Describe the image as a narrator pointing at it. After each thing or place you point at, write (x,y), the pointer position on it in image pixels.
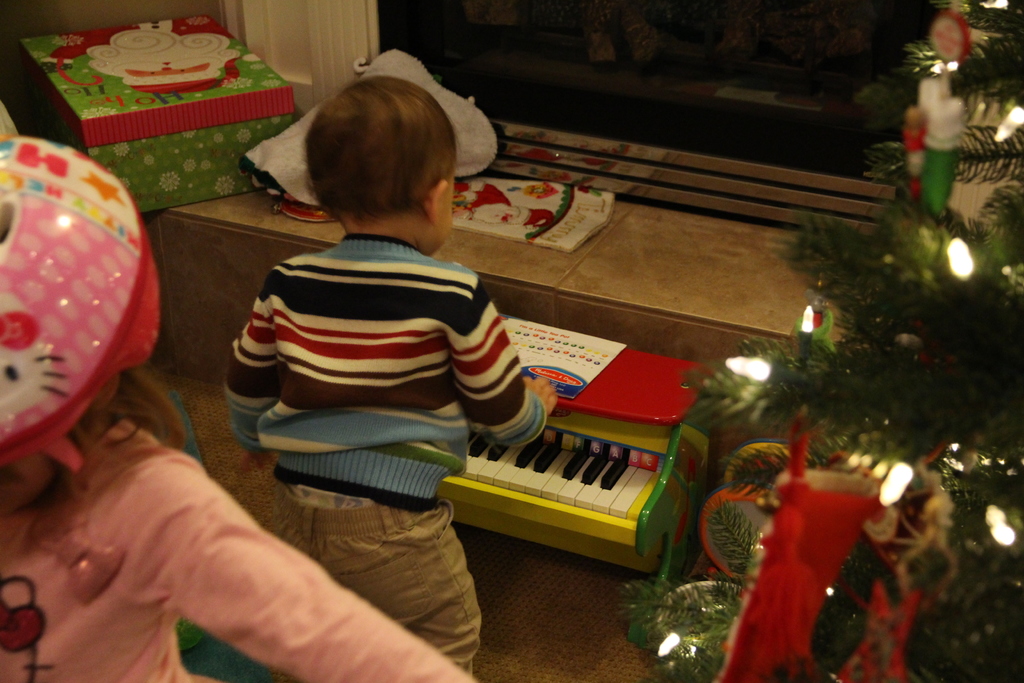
Here a little boy (337,94) is playing with the piano (677,469) on the right (1023,112) there are lights (906,472) on the Christmas tree (924,307).
